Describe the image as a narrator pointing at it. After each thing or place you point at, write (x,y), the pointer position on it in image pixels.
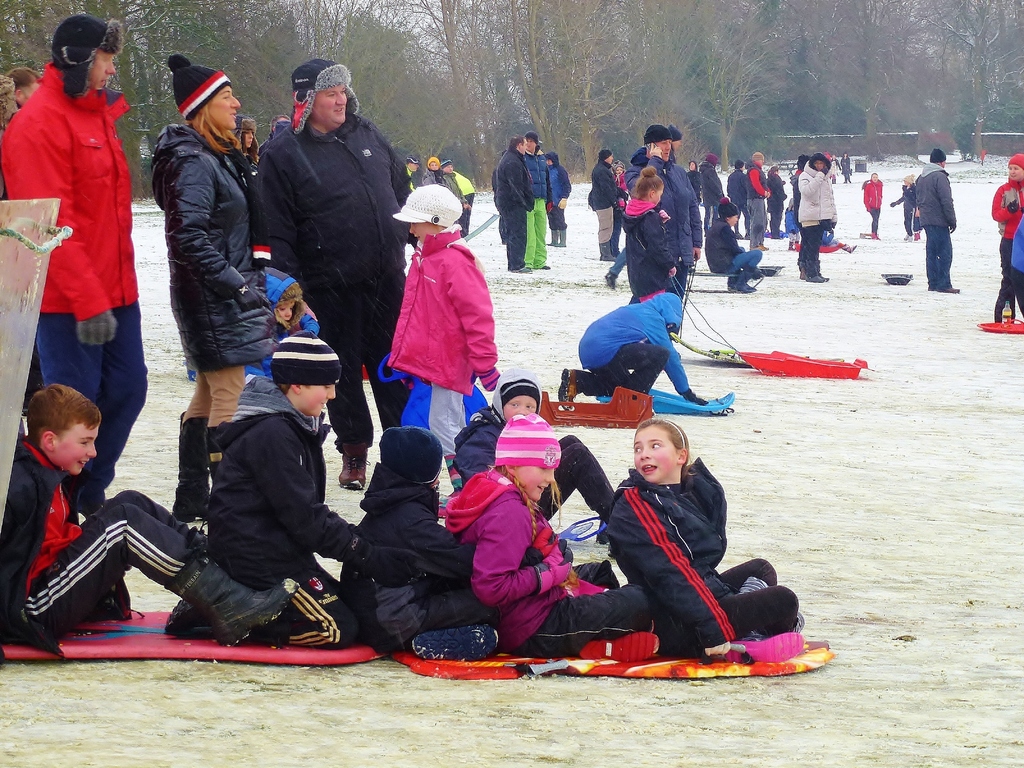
This picture describes about group of people (583,390), few are seated and few are standing, and we can see they wore sweaters (480,527), in the background (647,91) we can find trees (765,114).
